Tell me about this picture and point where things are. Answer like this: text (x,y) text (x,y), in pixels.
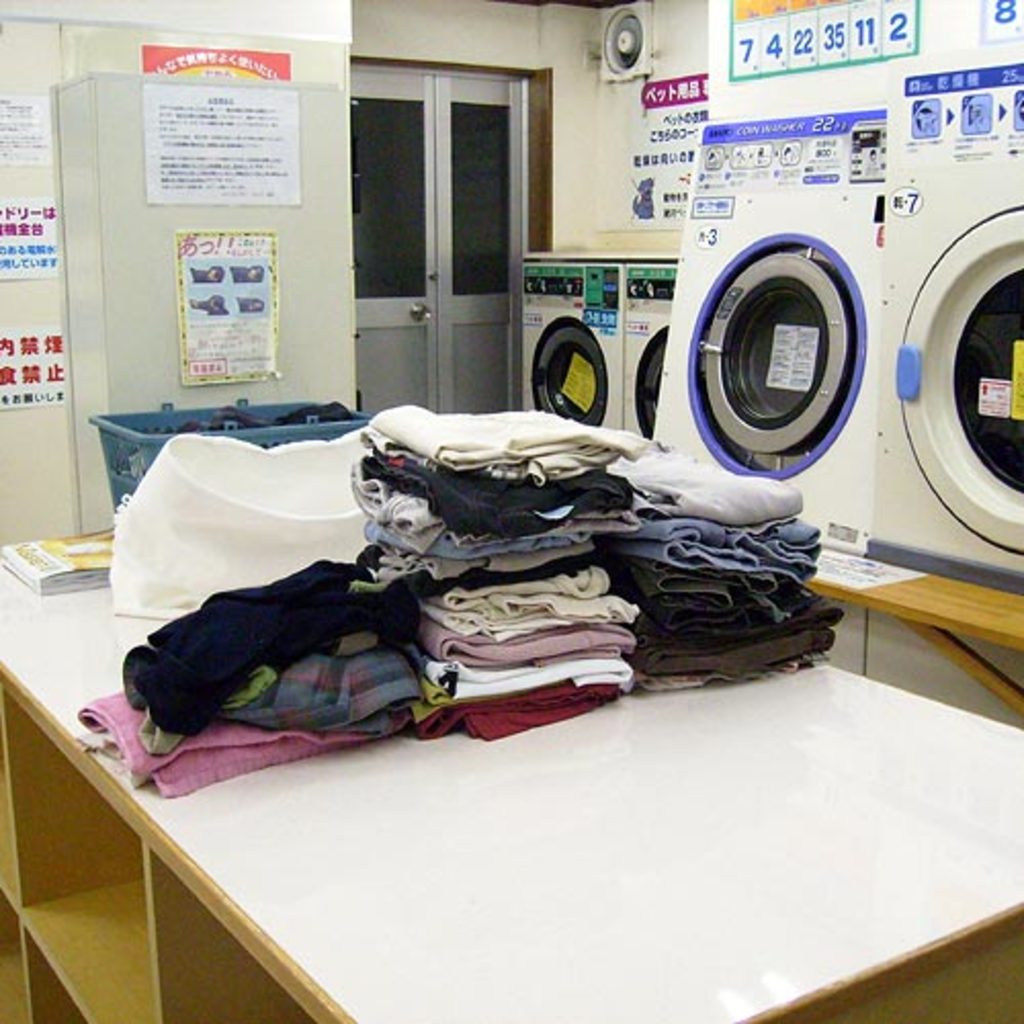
This is a table (804,869). On the table (685,826) there are clothes (511,730), basket (261,437), and a book (50,552). In the background (640,392) we can see washing machines (790,374), posters (640,163), and a cupboard (303,209). This is wall (605,155) and there is a door (453,166).
